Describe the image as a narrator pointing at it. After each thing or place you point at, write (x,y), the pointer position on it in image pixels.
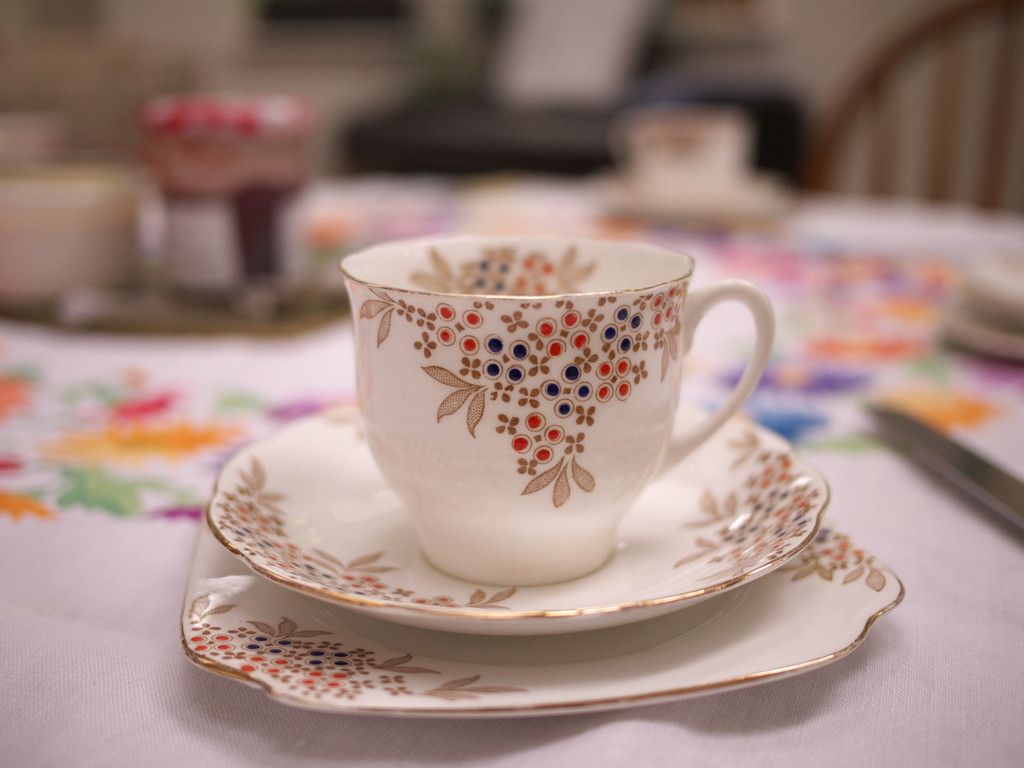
This picture shows cup (454,499) and saucer (357,554) in the tray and we see another cup (709,161) in the saucer (718,202) and few vessels (240,279) on the table (415,233).
